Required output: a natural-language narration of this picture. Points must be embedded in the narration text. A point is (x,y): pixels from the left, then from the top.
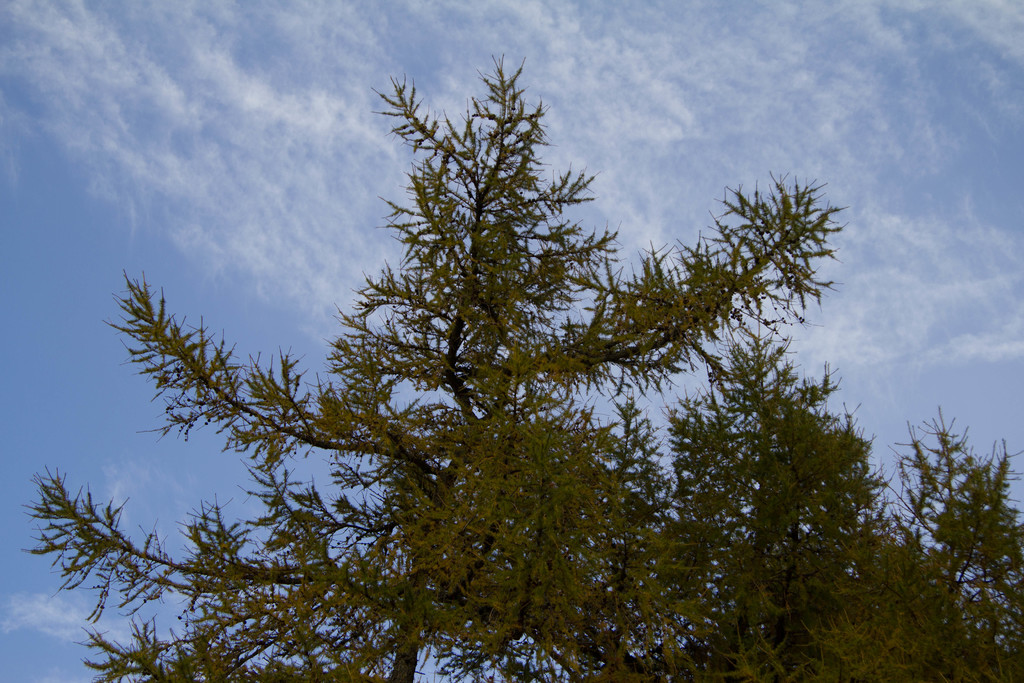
In this picture we can see a tree (575,593) in the front (578,582), in the background (687,218) we can see the sky (697,98).
